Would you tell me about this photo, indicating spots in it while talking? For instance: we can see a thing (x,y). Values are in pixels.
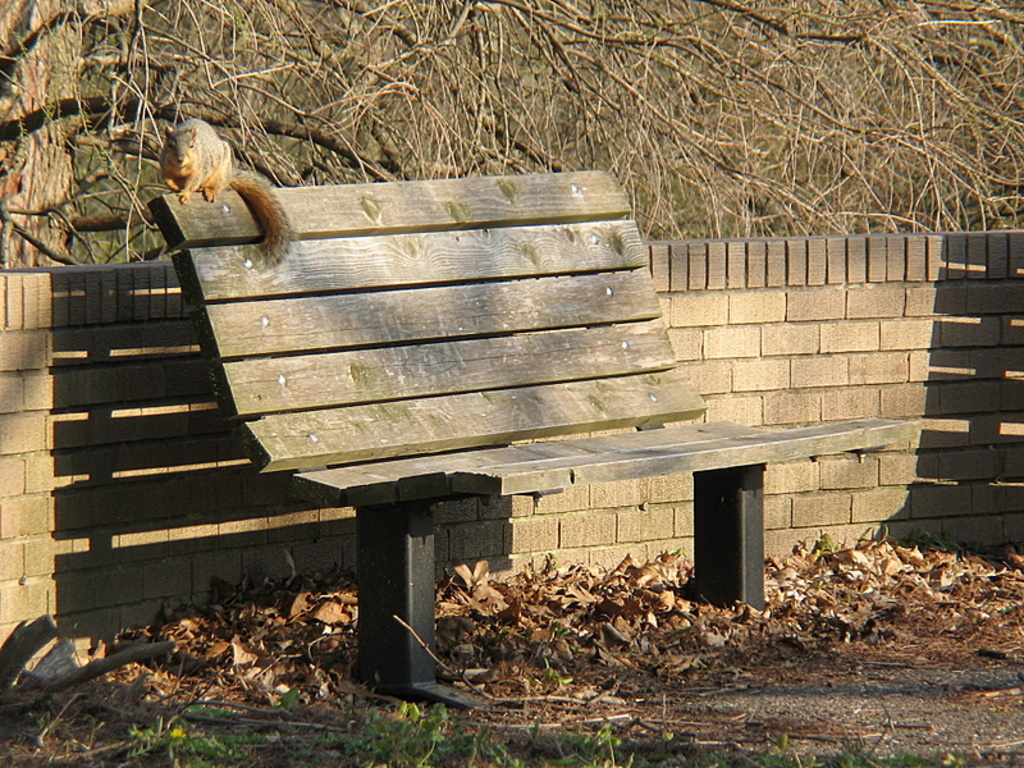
in this image the squirrel (211,165) is sitting on the chair (501,372) behind the squirrel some trees (474,154) are there.
